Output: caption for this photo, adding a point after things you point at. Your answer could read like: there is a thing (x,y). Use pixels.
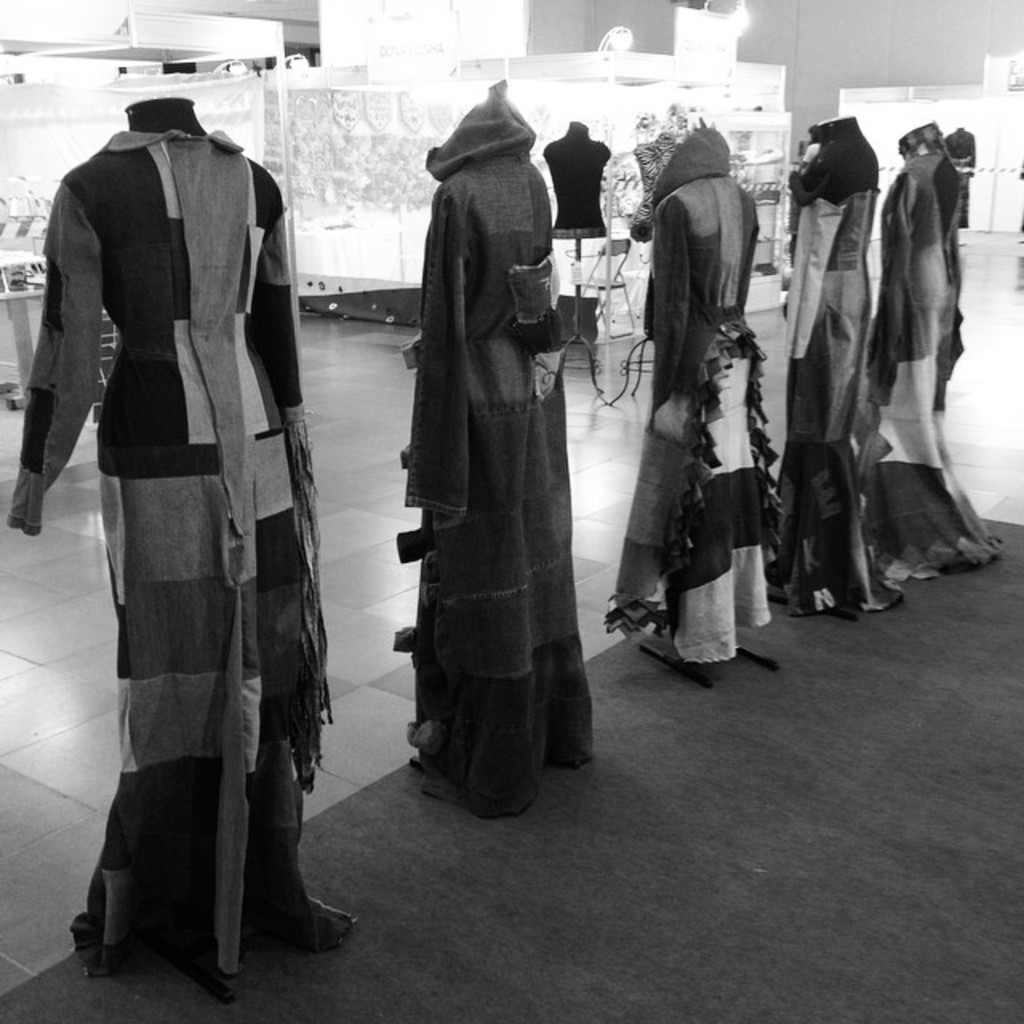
In this black and white picture there are mannequins (817,386). There are dresses (536,420) to the mannequins (655,432). There is a carpet (790,794) on the floor (767,722). Behind the mannequins (535,238) there are stalls (473,49).
